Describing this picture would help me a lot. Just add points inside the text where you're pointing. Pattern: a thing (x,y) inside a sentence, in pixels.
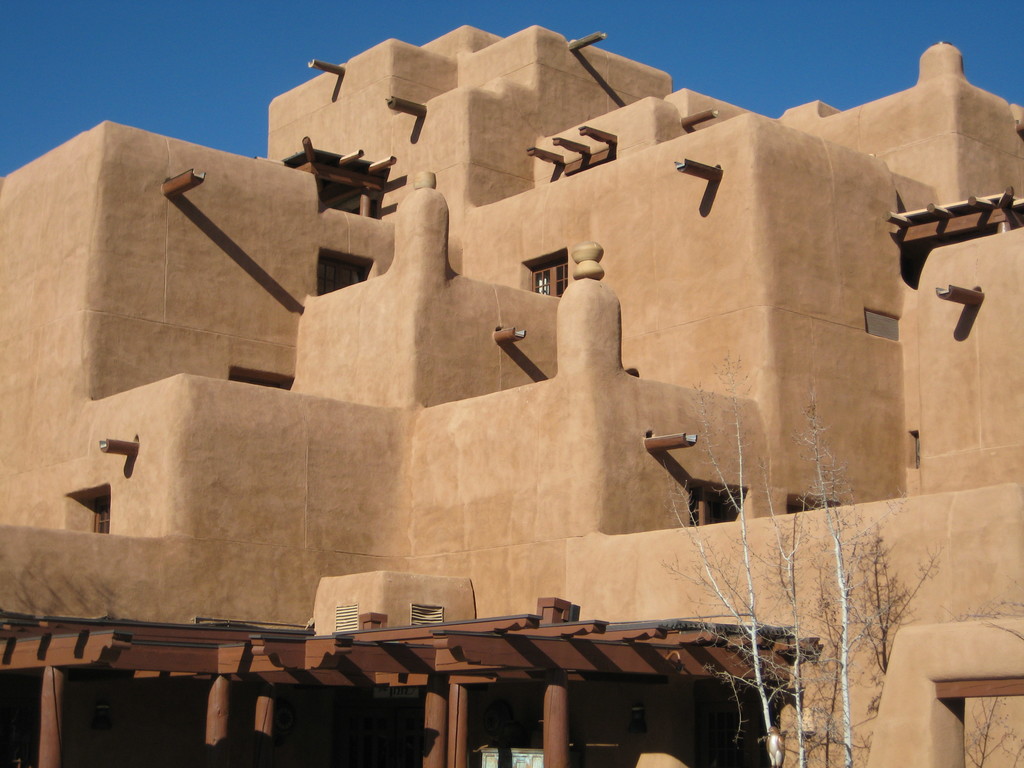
The picture consists of an old architecture (187,518). In the foreground (813,616) there is a tree (794,636). Sky (125,68) is sunny.
